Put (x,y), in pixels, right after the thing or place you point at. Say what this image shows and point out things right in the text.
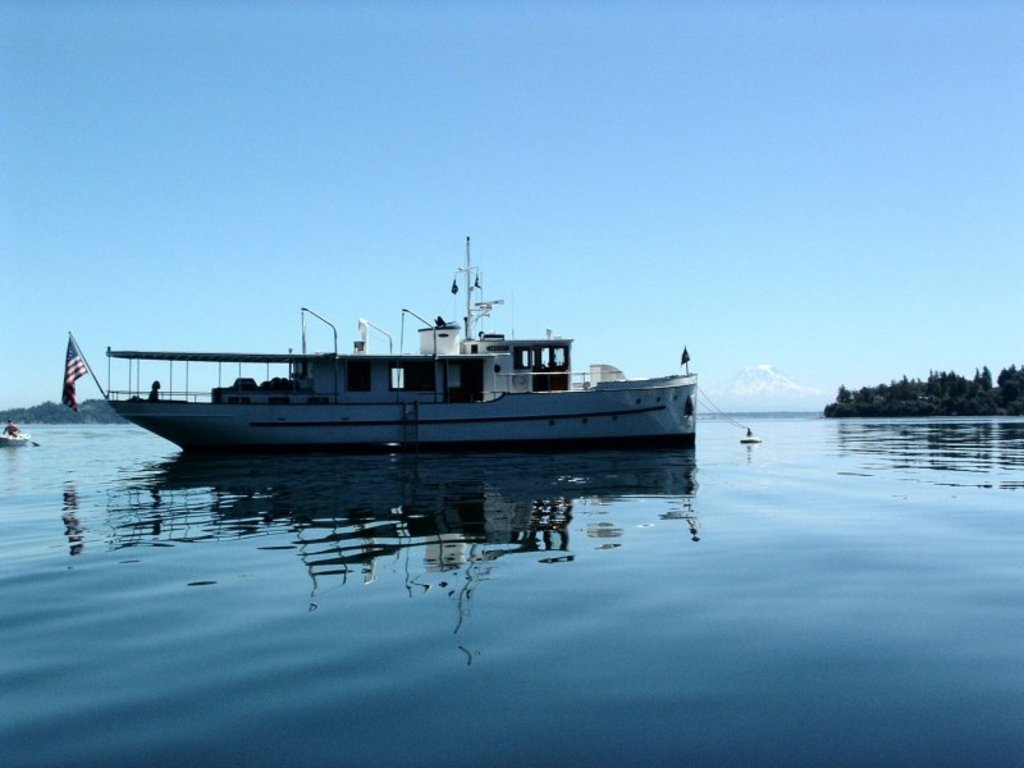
In this image there is a boat (478,389) moored on the water (515,480), in the background of the image (960,402) there are trees (953,391).
